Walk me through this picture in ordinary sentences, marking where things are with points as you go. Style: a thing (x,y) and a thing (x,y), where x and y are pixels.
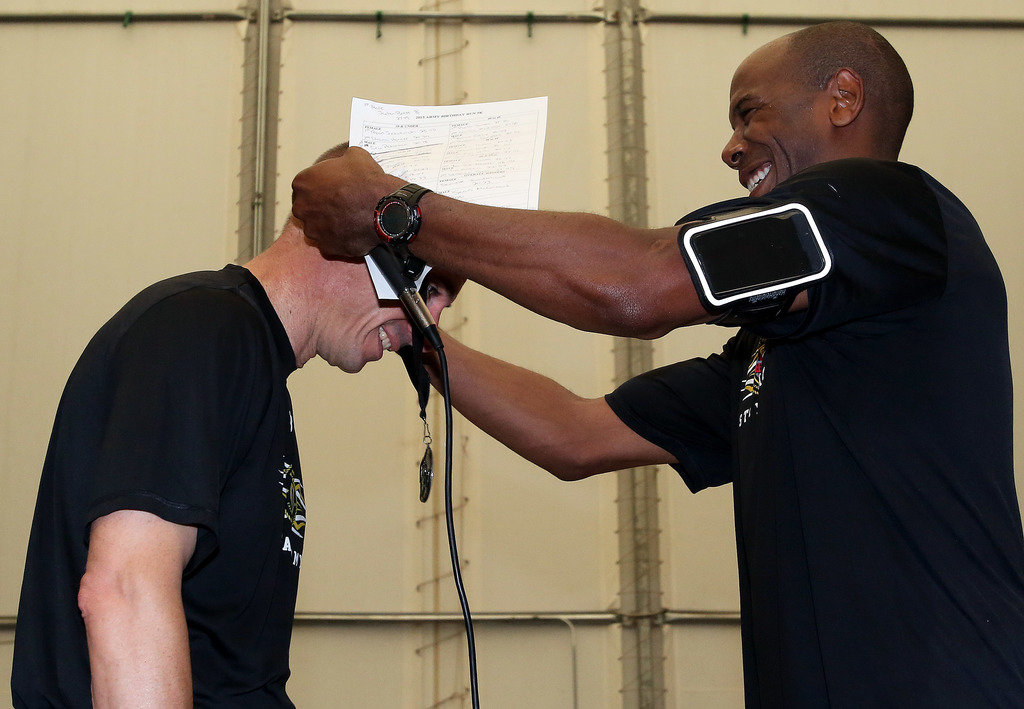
In the image we can see there are two men (338,341) who are standing and the man (475,356) is holding mic (448,388) his hand (361,241) and a paper (462,183).
